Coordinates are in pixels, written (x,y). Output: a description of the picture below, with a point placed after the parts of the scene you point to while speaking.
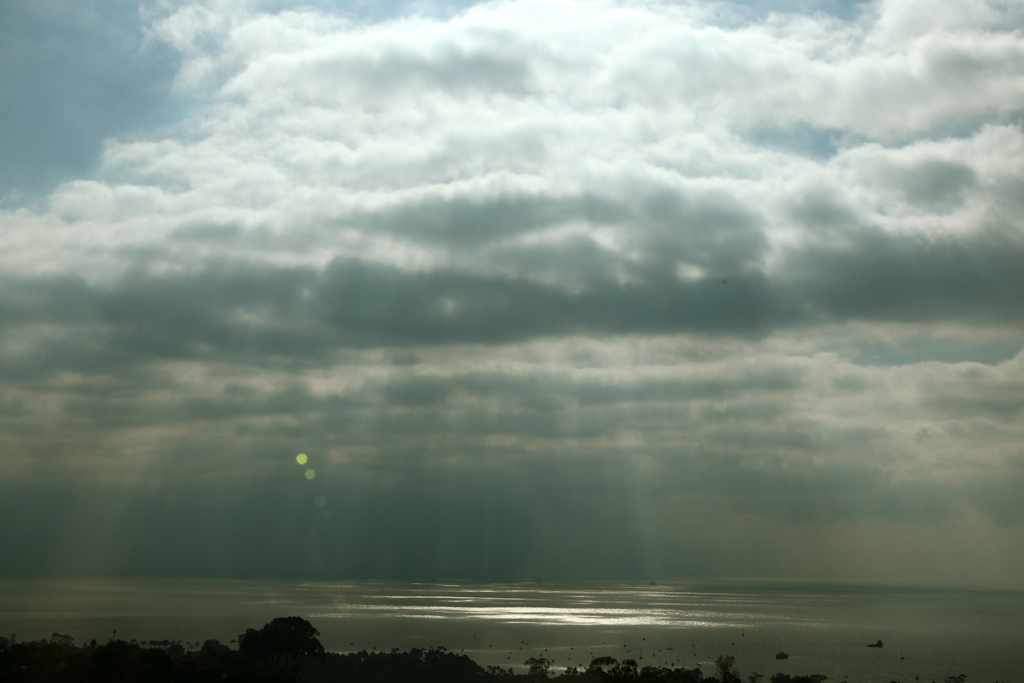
In this picture we can see trees (64,654) and water (574,639) at the bottom (588,625), there is the sky (553,263) at the top of the picture (558,187).
